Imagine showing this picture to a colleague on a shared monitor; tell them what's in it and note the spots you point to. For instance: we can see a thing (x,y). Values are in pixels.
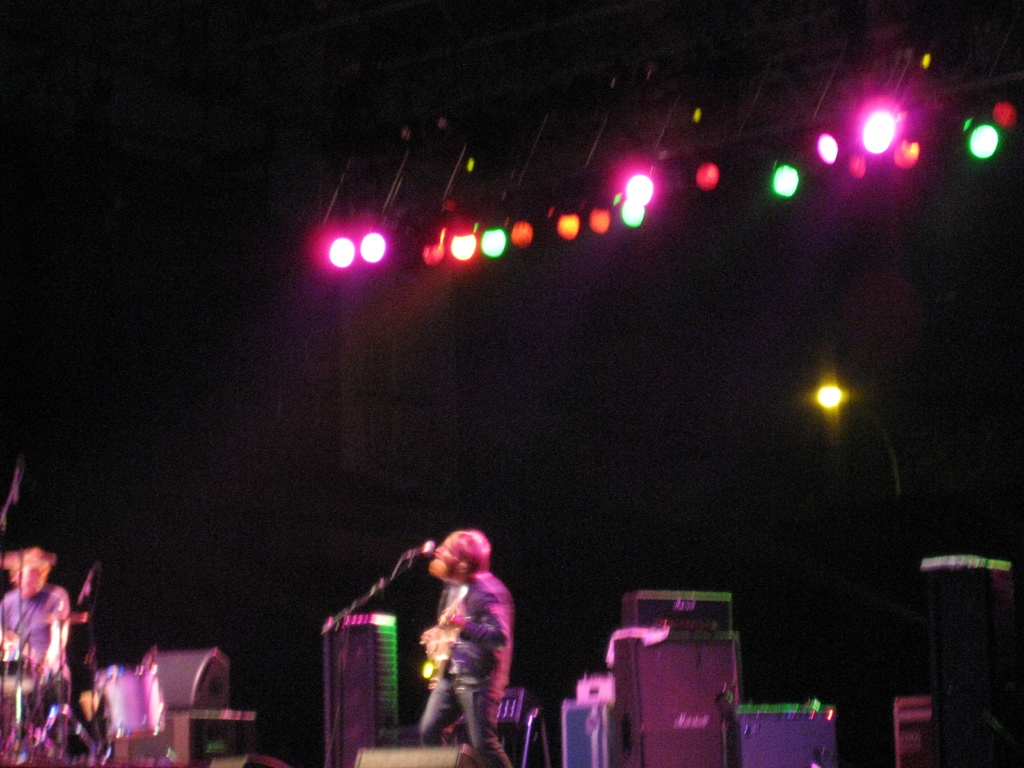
In this image I can see few people (65,671) where one is standing and another one is sitting next to a drum set (1,688). I can also see a mic (427,549) and few lights (998,114).
